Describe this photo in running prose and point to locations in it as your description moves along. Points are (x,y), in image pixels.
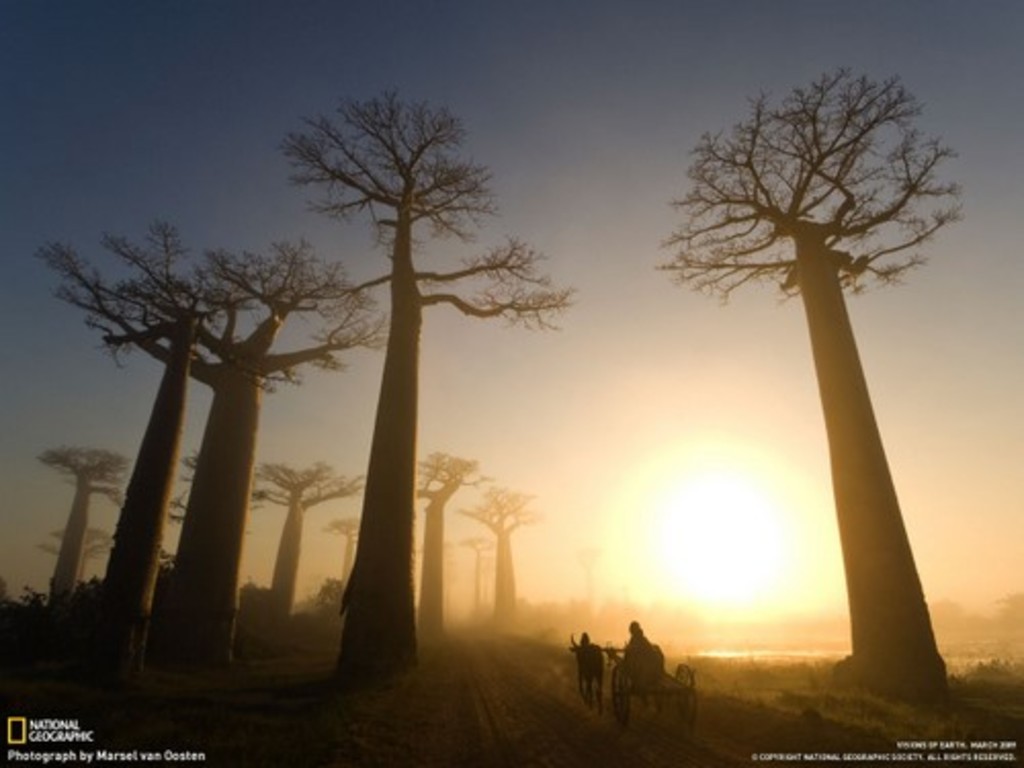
In this image, we can see trees (443,509) and there is a person (626,672) on the bullock cart (644,687). At the bottom (478,704), there is a road (481,722) and we can see some text (871,756) and in the background (694,463), there is sun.
